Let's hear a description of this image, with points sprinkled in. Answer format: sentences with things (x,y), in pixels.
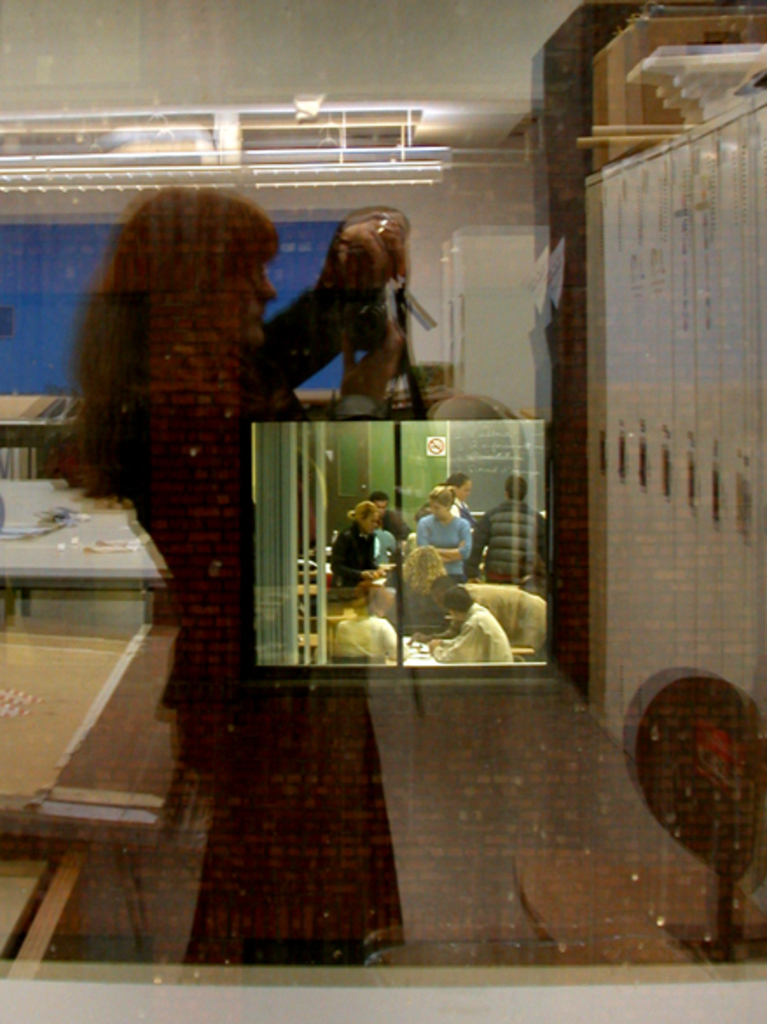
In this image there is a glass wall (518,87). Behind there is a woman (249,318) standing on the floor (520,800). Left side (45,696) there are few tables (58,702) having few objects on it. Right side (702,424) there is a wall (643,362). Few lights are attached to the roof (61,75). On the glass wall (512,811) there is a reflection (382,497) of a window (389,540) showing few people (431,553).
